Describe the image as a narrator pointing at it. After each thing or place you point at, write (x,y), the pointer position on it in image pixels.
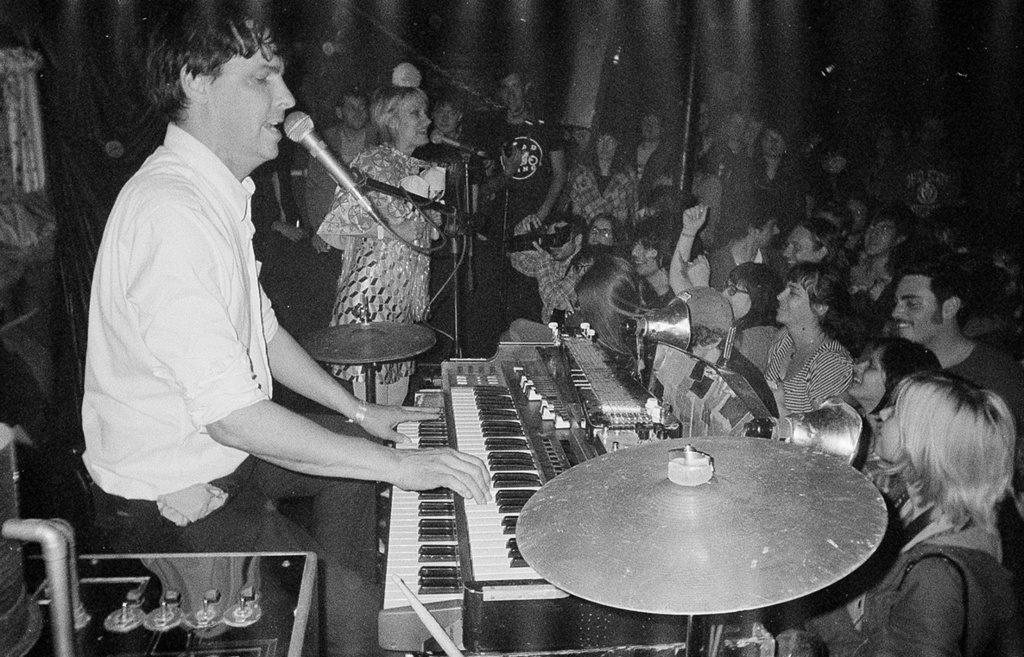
In this picture we can see there are groups of people (146,495). On the left side of the image (157,492), there is a man (153,480) playing a musical instrument (440,489) and in front of the man (280,116) there is a microphone (325,161). At the bottom of the image (47,615), there is a cymbal (666,595) and some objects (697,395). Behind the man (189,438), there is another microphone (460,142). Behind the people (659,166) there is the blurred background (928,85).
